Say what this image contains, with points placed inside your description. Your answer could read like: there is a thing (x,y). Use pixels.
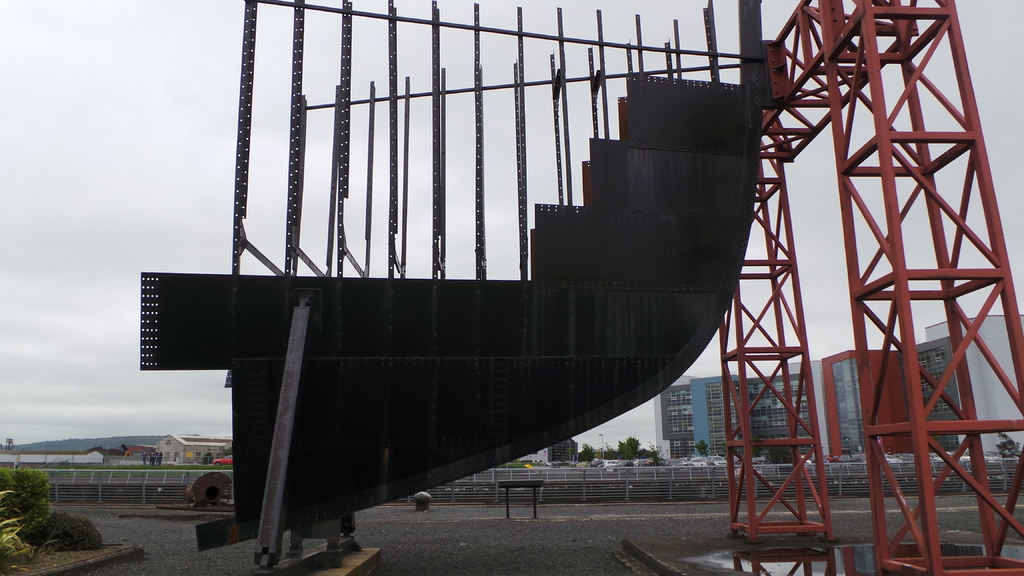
As we can see in the image there are iron poles (854,168), a ship hull (736,207), trees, few people (154,462), buildings (691,434) and at the top (144,156) there is sky (91,164).
